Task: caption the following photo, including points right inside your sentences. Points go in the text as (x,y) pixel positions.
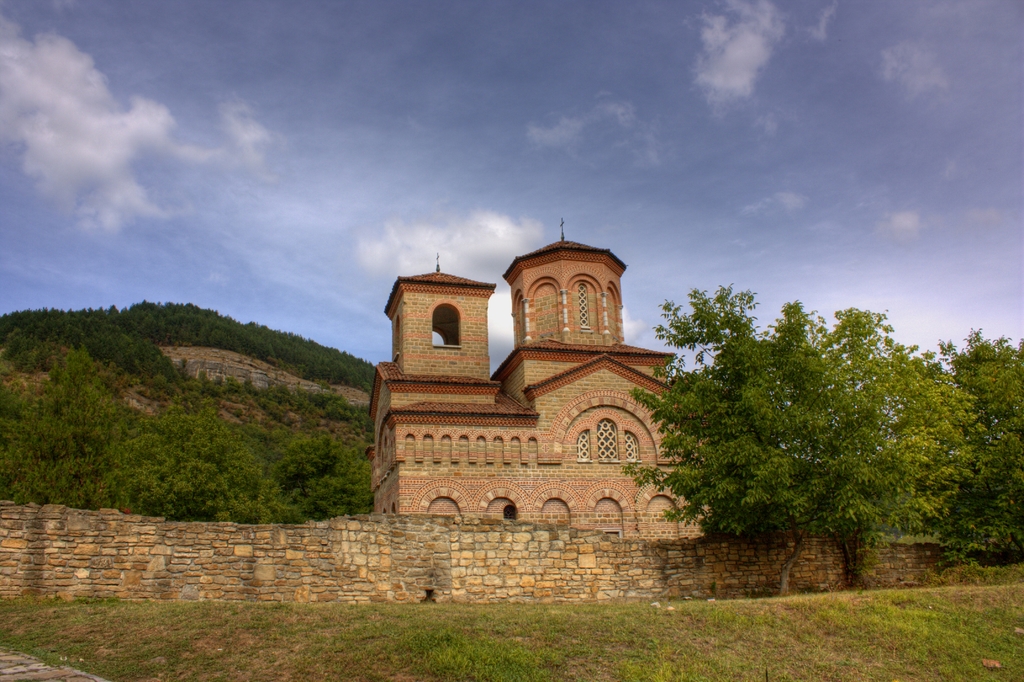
In this picture I can observe a monument (492,411). In front of this monument (457,479) I can observe a stone wall (509,571). I can observe trees (865,412) and plants (232,406) on the ground (231,352). In the background (250,318) there are some clouds (402,240) in the sky (400,127).
